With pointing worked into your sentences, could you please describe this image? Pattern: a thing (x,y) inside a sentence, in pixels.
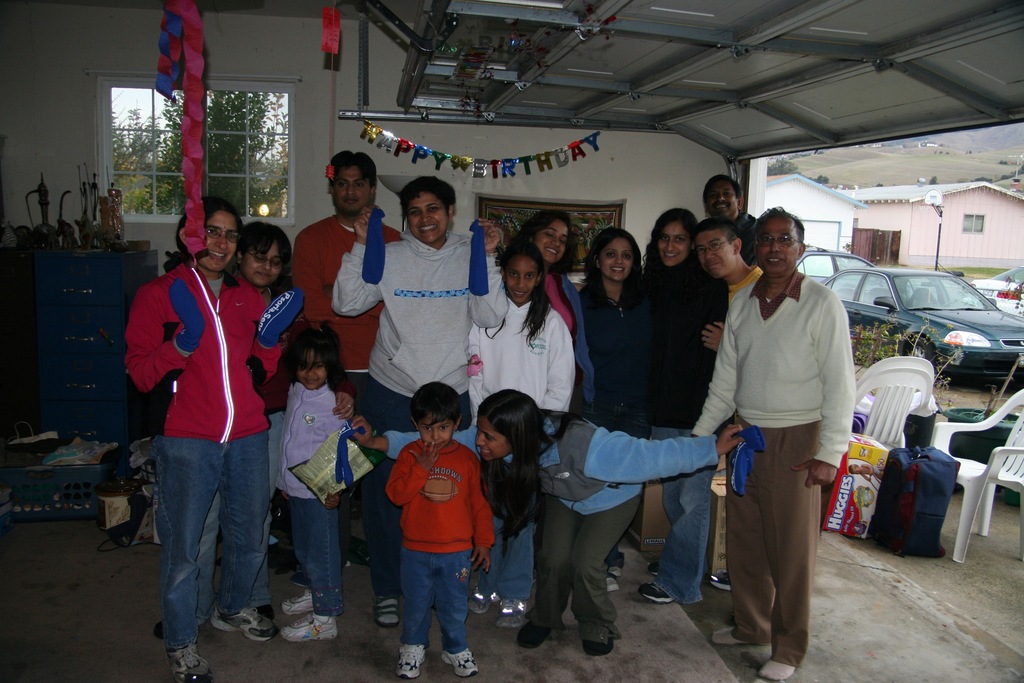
In this image I can see a group of people (456,390) are standing and one woman (586,523) is bending. In the background (533,168) I can see a wall (340,123), a window (218,142), trees (233,156) and some other objects (96,358) on the floor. On the right side (943,340) I can see buildings (954,224), vehicles (994,327), chairs (982,421) and some other objects (920,421).
